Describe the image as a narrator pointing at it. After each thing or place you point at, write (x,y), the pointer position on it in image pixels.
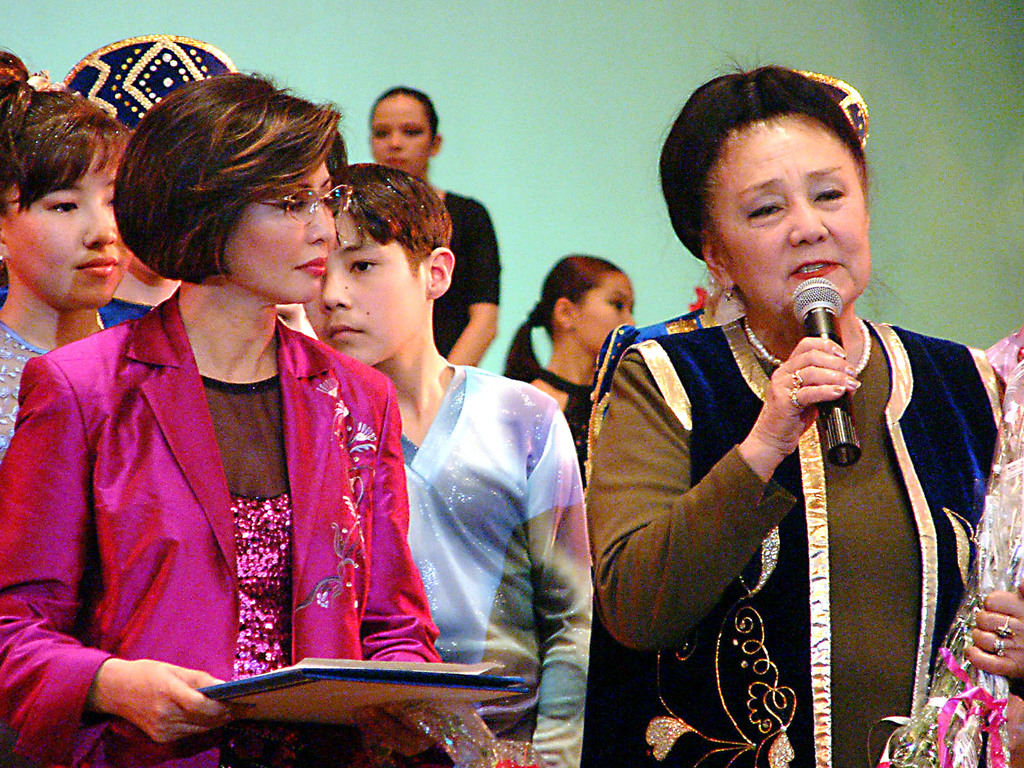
In this picture we can see a group of people (469,510) are standing and a woman (715,448) is holding a microphone (824,316) and behind the people (466,323) there is a green wall (596,166).
